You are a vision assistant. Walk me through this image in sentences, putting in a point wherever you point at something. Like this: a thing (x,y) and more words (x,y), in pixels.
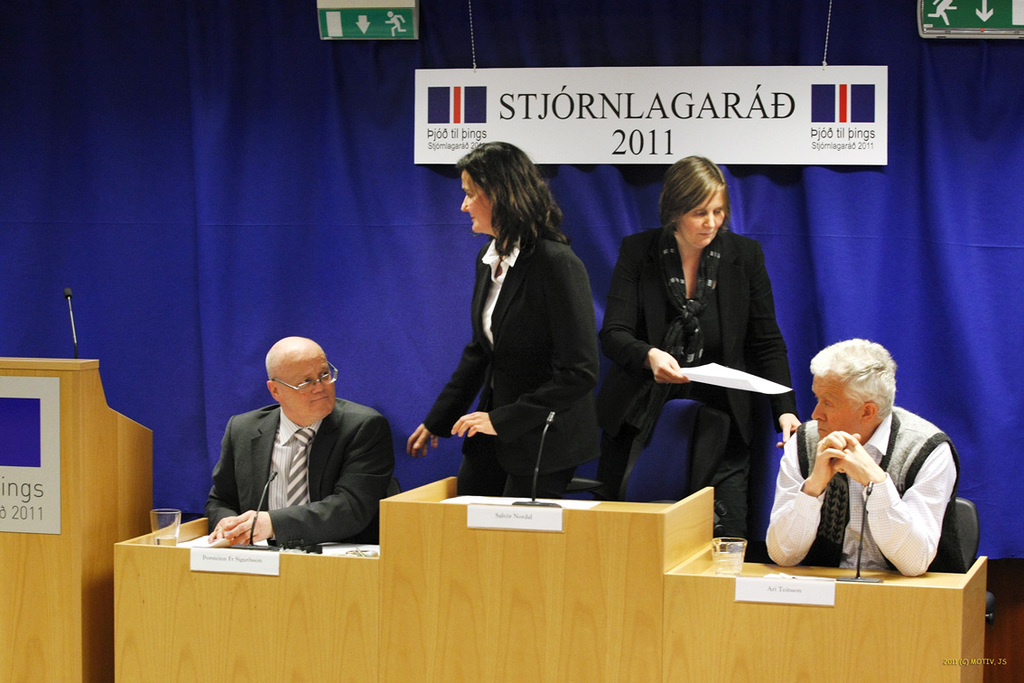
In this image I can see four persons (743,346), two persons (836,469) are sitting and two are standing, in front of them I can see a podium (185,527) and microphone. I can also see two glasses (166,522). Background (430,175) I can see board (463,154) in white color and blue color curtain (265,164).
